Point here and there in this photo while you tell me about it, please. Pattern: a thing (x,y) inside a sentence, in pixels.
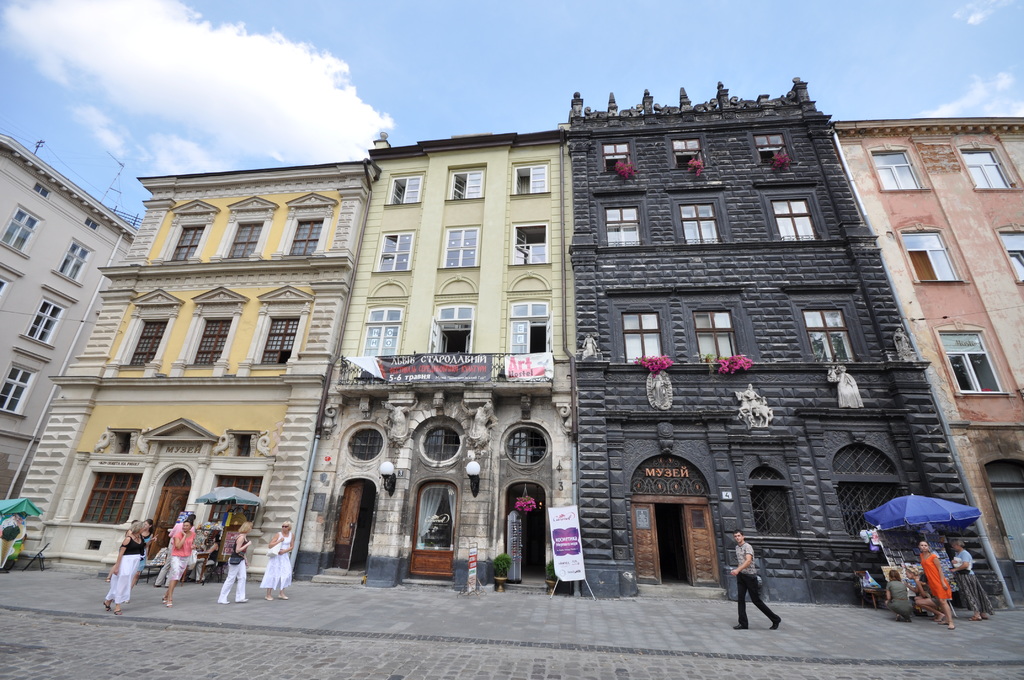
In this image I can see the ground (269,666), few persons (245,575) standing on the ground (822,610), a blue colored umbrella (920,526), a board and few buildings (319,354) which are yellow, cream, black and brown in color. I can see few windows (621,235), few banners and doors (166,480) of the buildings (482,496). In the background (37,187) I can see another building (64,220) and the sky (471,67).
